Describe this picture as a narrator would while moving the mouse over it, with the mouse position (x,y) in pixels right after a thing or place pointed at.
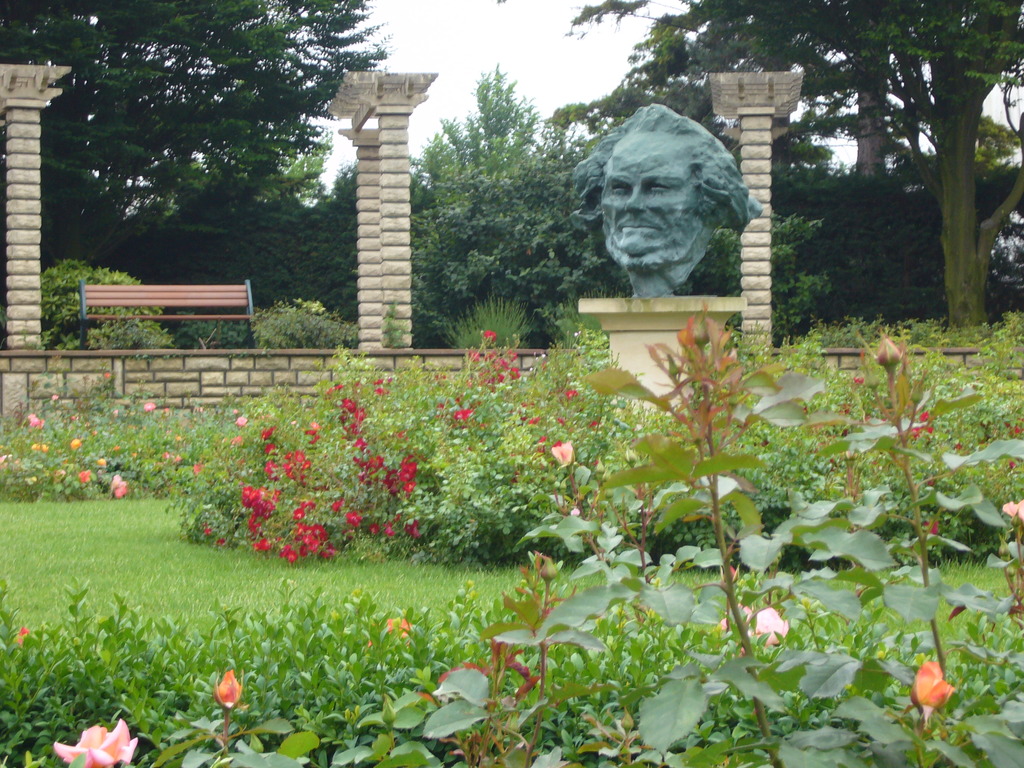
In this image i can see a garden (372,498) with the flower plants (334,530) in it and some grass (91,555) and i can also see a statue (678,236) with the person's face (616,177) and some pillars (400,218) in the background (23,132), and i can see a bench (202,318) and in the background (183,169) i can see trees (180,129) and sky (505,56).
